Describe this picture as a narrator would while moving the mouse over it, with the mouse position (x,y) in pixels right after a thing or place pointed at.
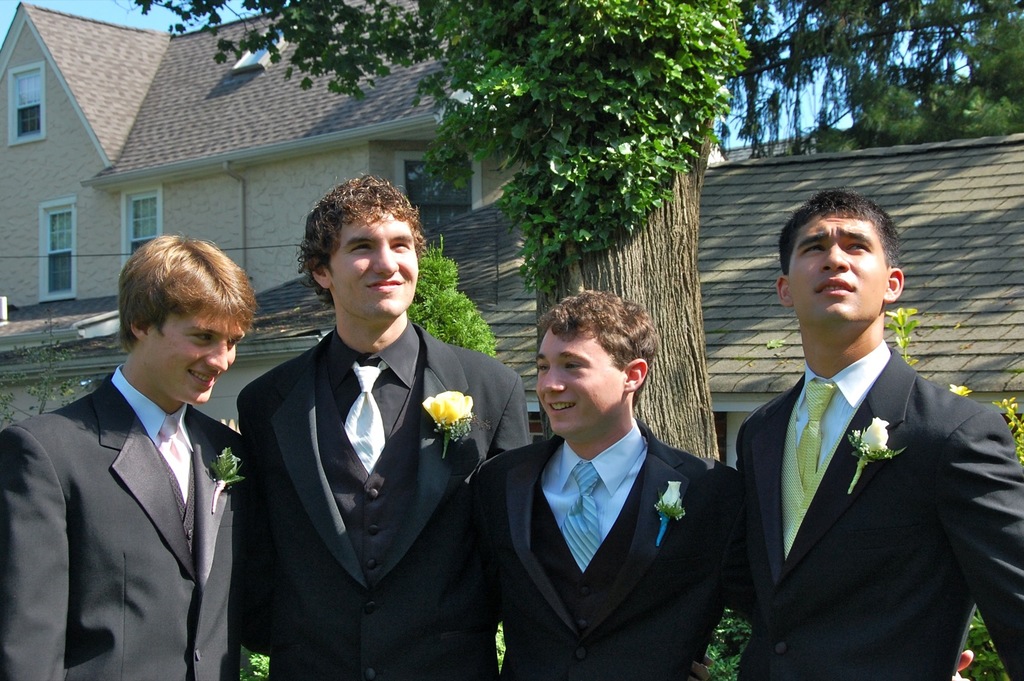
In this image we can see group of persons (351,288) are standing, and smiling, they are wearing a suit (662,454), and flower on it, at the back (656,207) there are trees (809,48), there is a building (204,57), there is a window (129,198), there is a sky (79,7).
